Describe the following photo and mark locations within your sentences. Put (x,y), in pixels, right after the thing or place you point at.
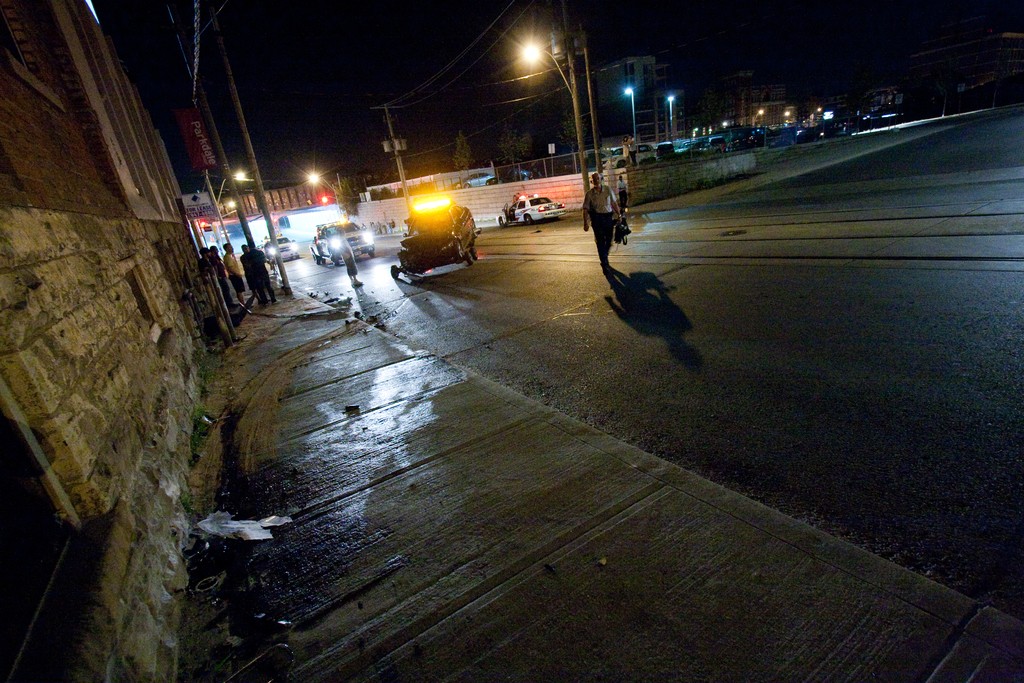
This image is clicked in the dark. There are many vehicles (320,257) on the road (578,413). On the left side (240,278) few people (240,278) are standing on the footpath (285,464) and there is a wall (182,296). In the middle of the image (604,235) one person (604,231) is walking on the road (553,263). In the background (258,185) there are many light poles (315,175) and trees (520,152) in the dark.
